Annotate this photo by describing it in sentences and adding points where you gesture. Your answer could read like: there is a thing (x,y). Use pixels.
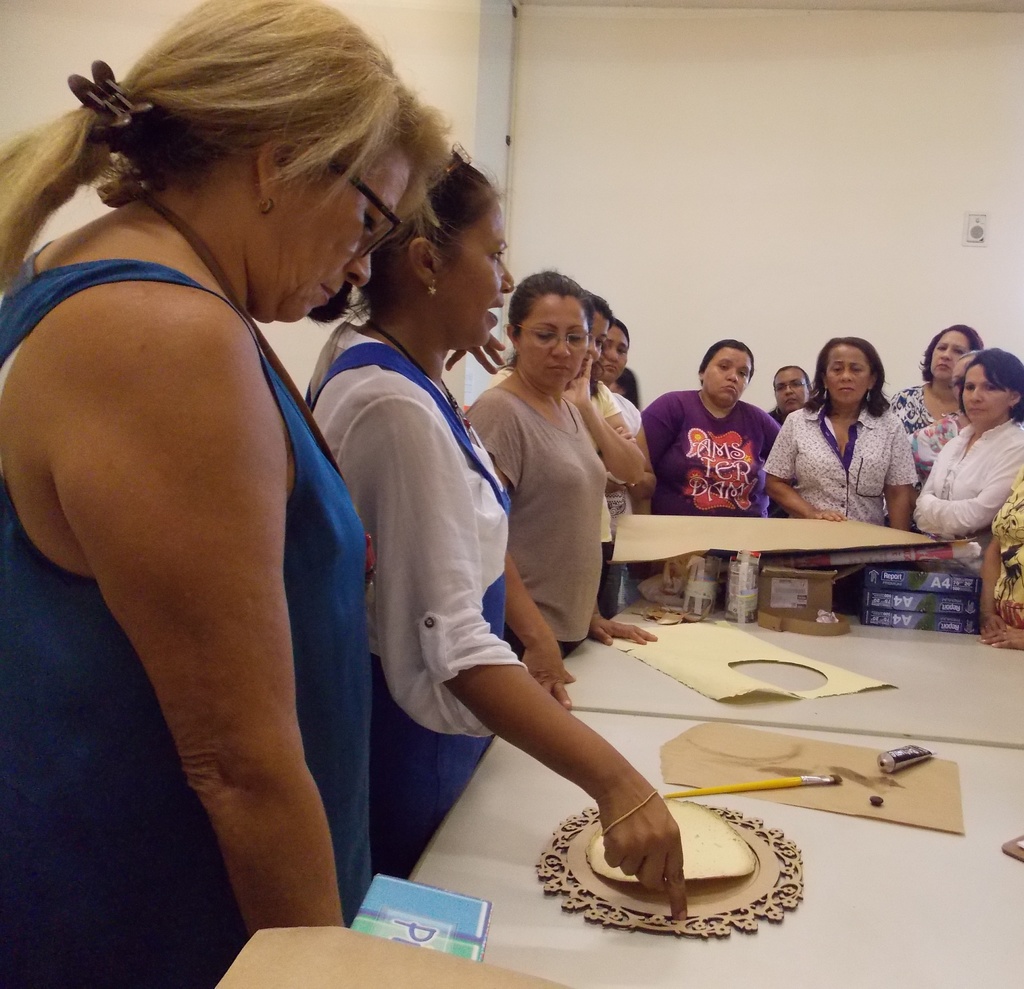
In this image there are group of woman (378,817) standing around the table (801,673) on which we can see there are paper (615,873), cardboard (765,768), glue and brush (752,782).
